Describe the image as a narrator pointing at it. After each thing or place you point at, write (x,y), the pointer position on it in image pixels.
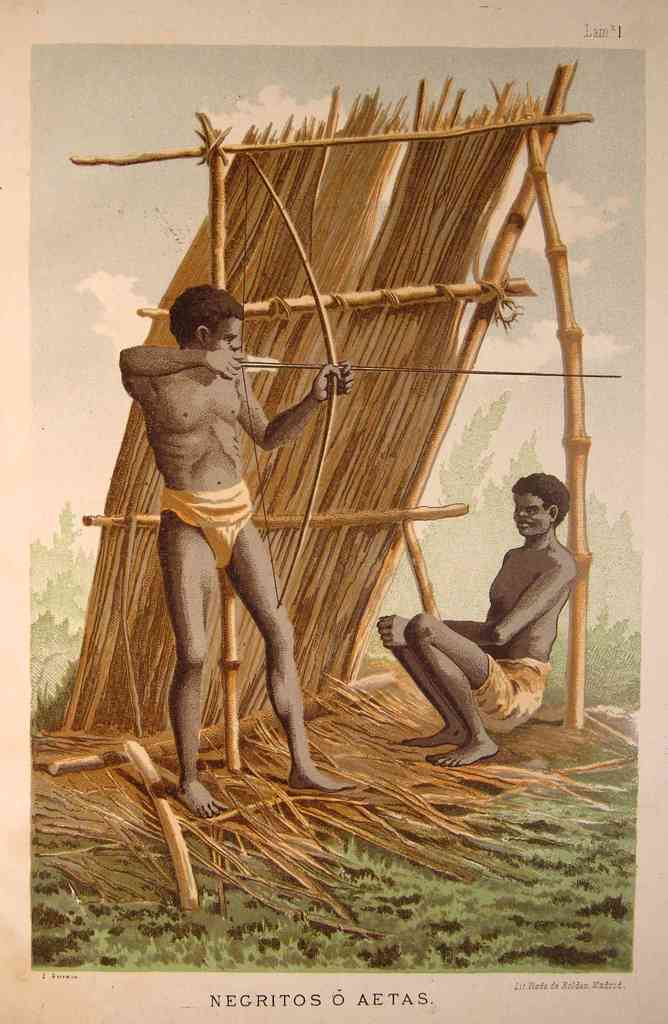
This image is a painting. In this image we can see persons (285,710), wooden sticks (98,663), grass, sky (171,247) and clouds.
